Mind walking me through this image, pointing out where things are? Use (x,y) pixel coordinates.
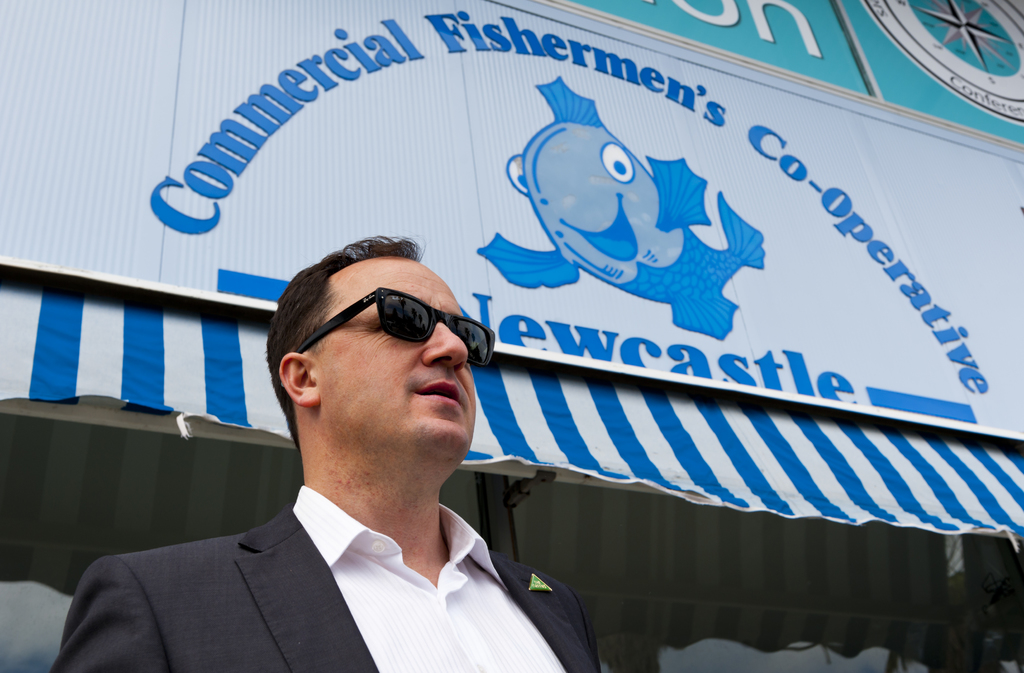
In this image we can see a man (402,452) and an advertisement (509,168) on the tent (140,291).
